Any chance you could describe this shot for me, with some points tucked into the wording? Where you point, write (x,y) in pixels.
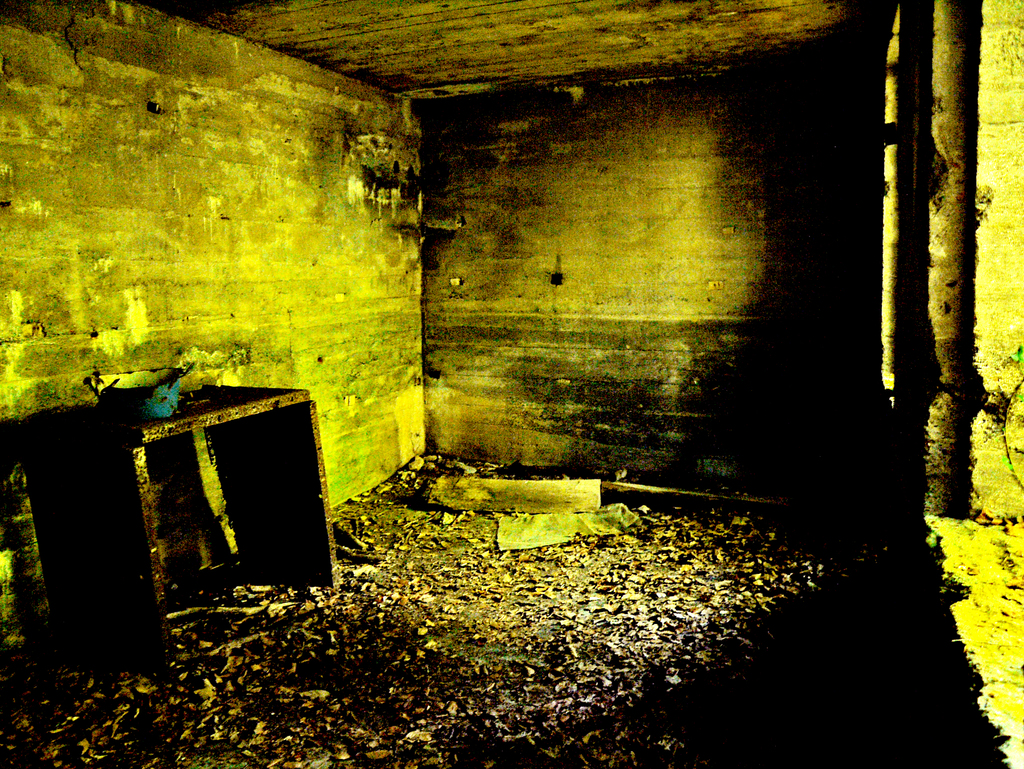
In this image I can see the blue color object (114,397) on the wooden surface (204,422). I can see many objects (498,534) on the floor (515,633). In the background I can see the wall (457,321).
